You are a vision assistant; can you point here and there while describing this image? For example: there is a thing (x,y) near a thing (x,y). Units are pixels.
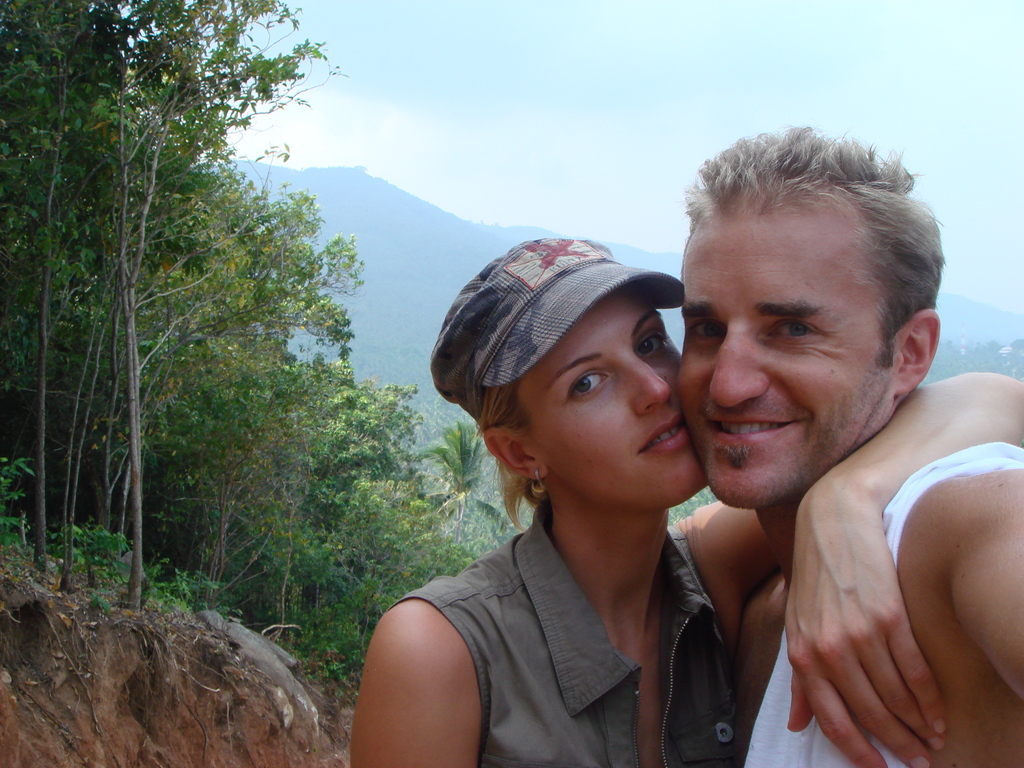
In this image, at the right side (907,692) there is a man (911,504) and a woman (528,705) standing, the woman (551,508) is wearing a hat (536,356), at the left side (167,494) there are some green color trees (186,498), at the top (575,126) there is a blue color sky (532,73).
